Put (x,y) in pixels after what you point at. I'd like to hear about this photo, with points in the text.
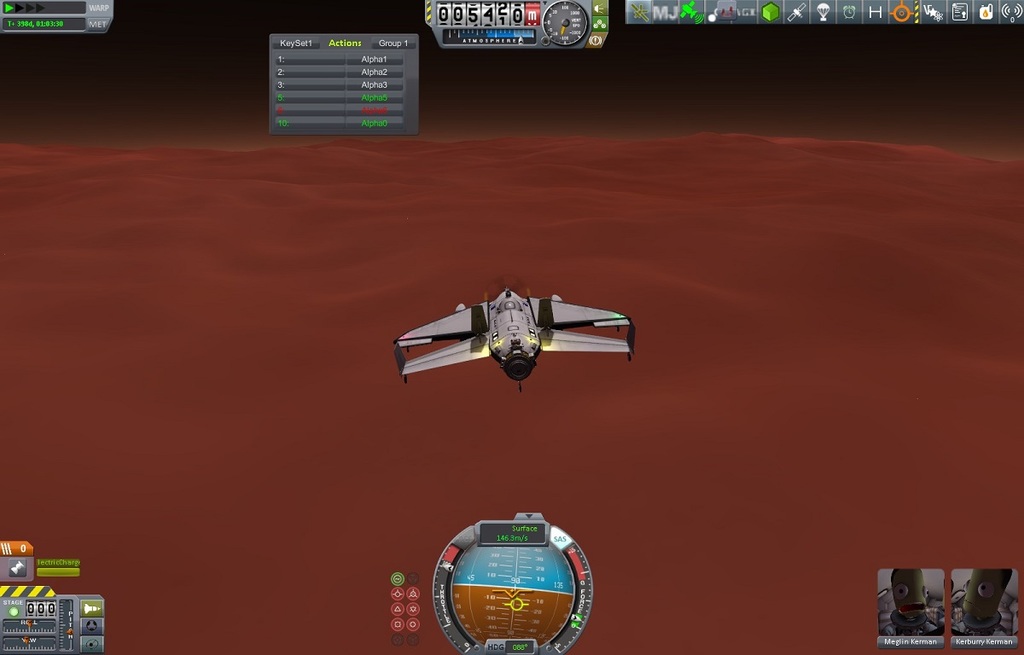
The picture is a animated game. In the center of the picture (405,358) there is an airplane (416,338). At the top (337,58) there are scoreboards (322,76) and other boxes (336,74). At the bottom (986,625) there are boxes (496,596). The picture has red surface (304,251). The background (75,57) is black.
